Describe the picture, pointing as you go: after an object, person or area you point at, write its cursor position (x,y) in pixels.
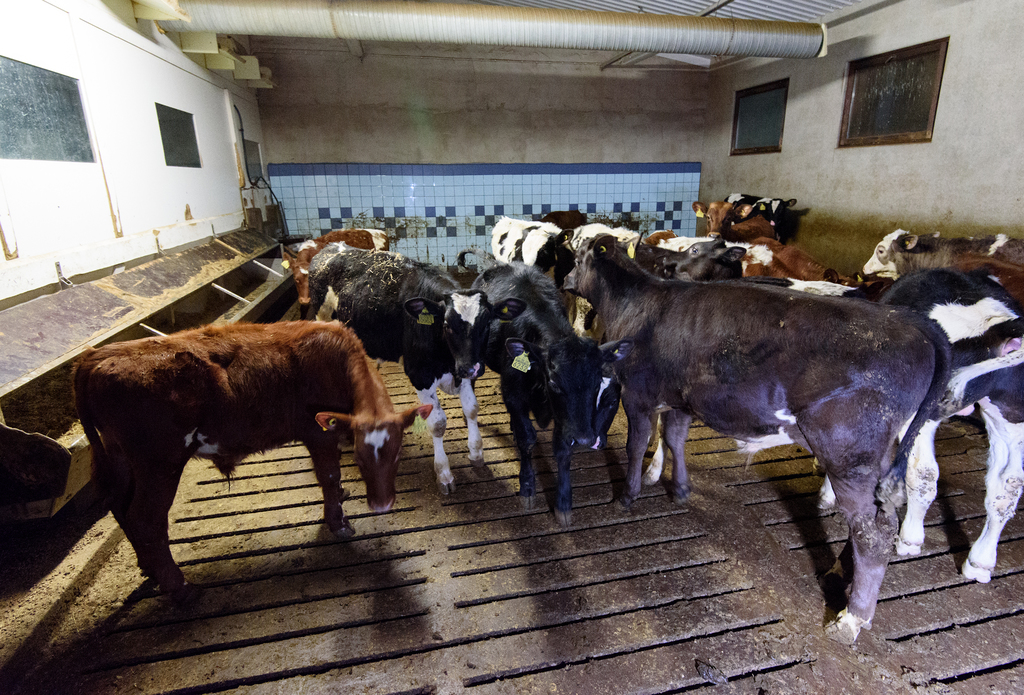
In this image, I can see a herd of cows (1001,303). I think these are the windows (181,143). This looks like a wall (483,197). At the top of the image (654,42), I think this is a pipe (224,10).
